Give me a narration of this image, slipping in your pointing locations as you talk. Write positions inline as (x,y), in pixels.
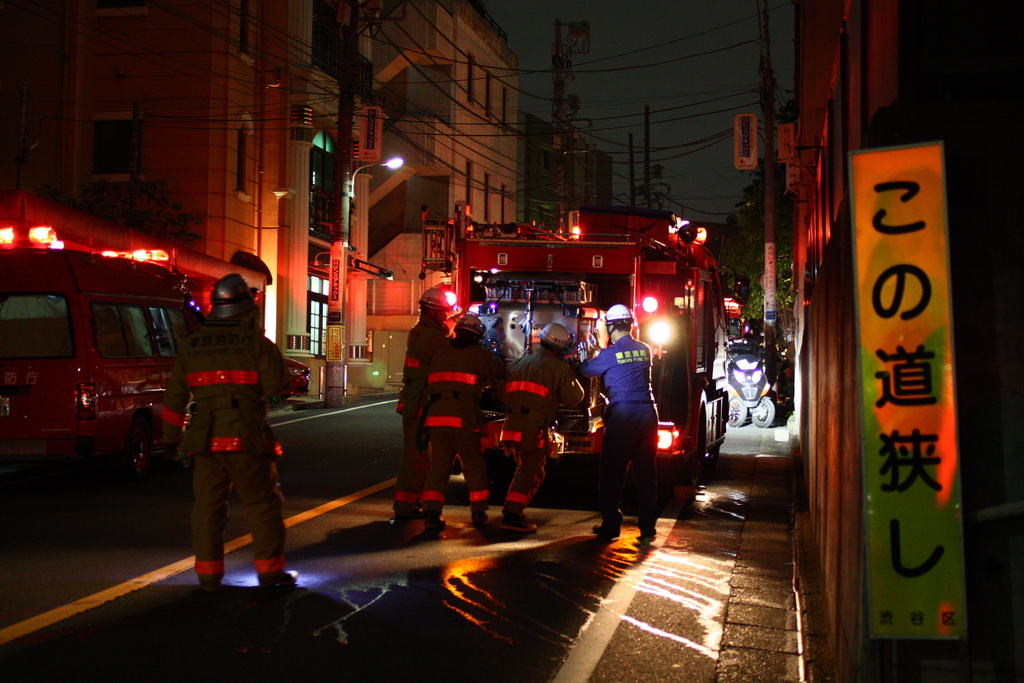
In this image we can see a few people (533,390) and there are few vehicles (748,376) on the road (651,629). We can see some building (33,73) and power poles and there are some trees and we can see the sky (626,143).
